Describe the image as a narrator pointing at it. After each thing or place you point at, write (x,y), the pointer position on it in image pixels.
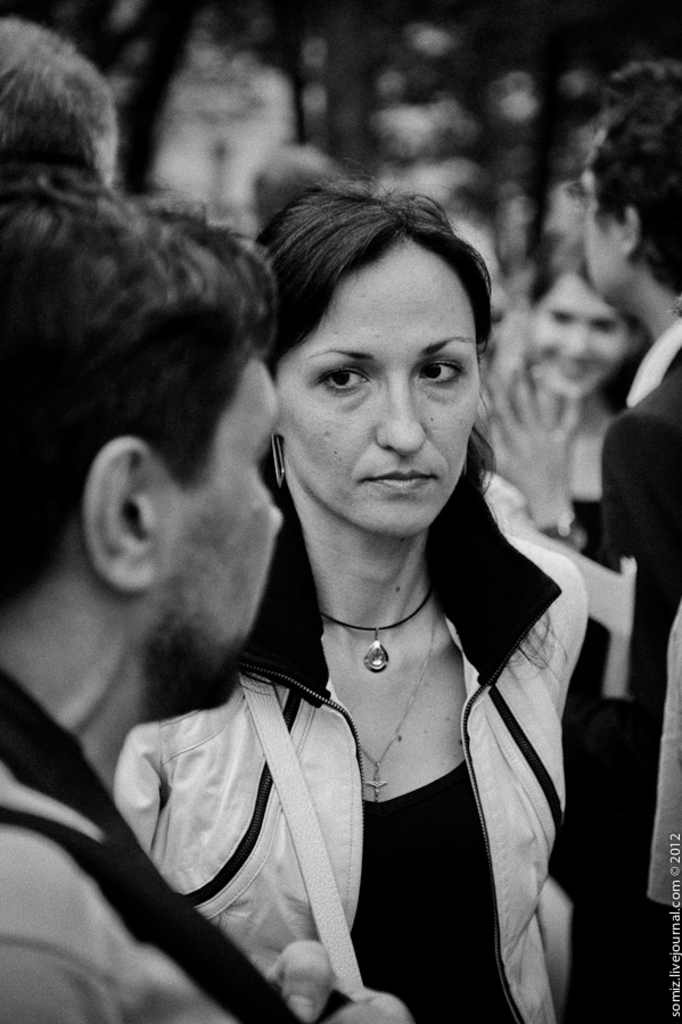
This is a black and white picture, there is a woman (307,655) in jacket (304,931) standing in the middle (405,633) with few persons (679,325) standing on either sides of her.
